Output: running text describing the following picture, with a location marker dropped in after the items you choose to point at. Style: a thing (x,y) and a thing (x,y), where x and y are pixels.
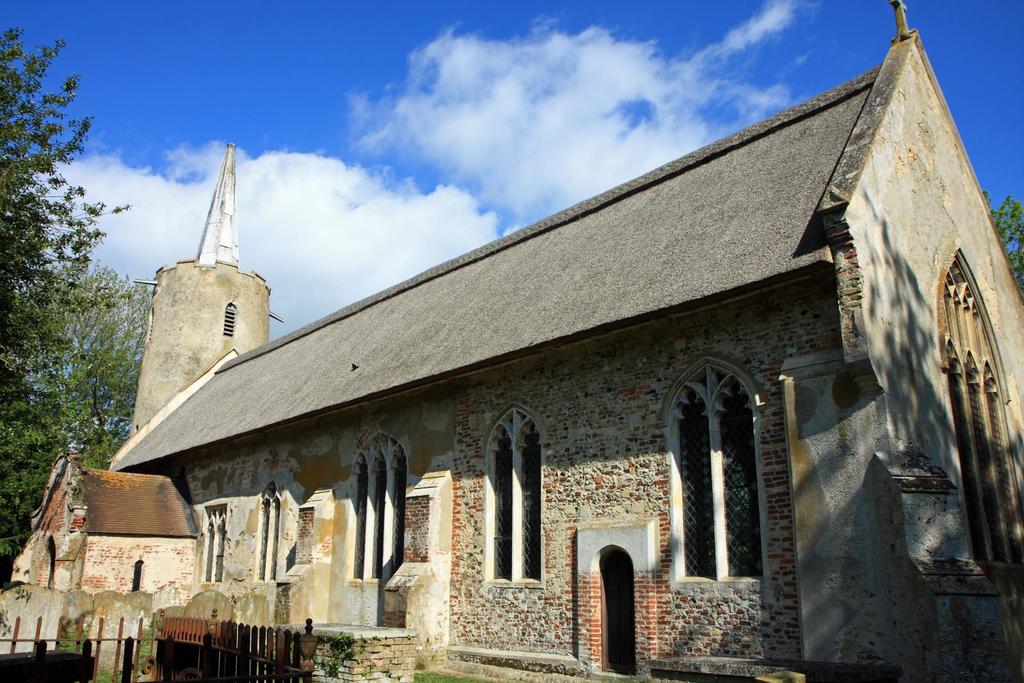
In this image, we can see a church (615,457), brick walls (624,504), windows (674,429), grills (388,519). At the bottom (260,671), we can see grass (432,674), fencing (281,651) and plants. Background we can see trees (17,485) and cloudy sky (496,161).
